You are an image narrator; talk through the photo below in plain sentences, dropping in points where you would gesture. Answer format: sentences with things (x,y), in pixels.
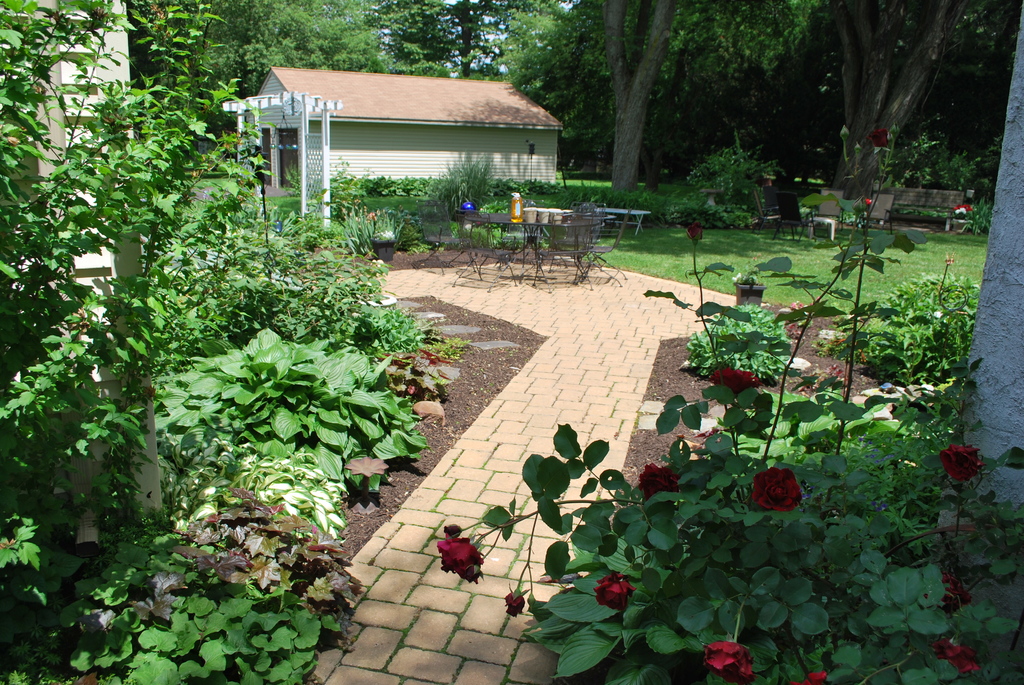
There are few tiles (508,468) placed on the ground (470,530) and there are few plants (223,438) on either sides of it and there is a house (433,123) and trees (396,56) in the background (452,47).
